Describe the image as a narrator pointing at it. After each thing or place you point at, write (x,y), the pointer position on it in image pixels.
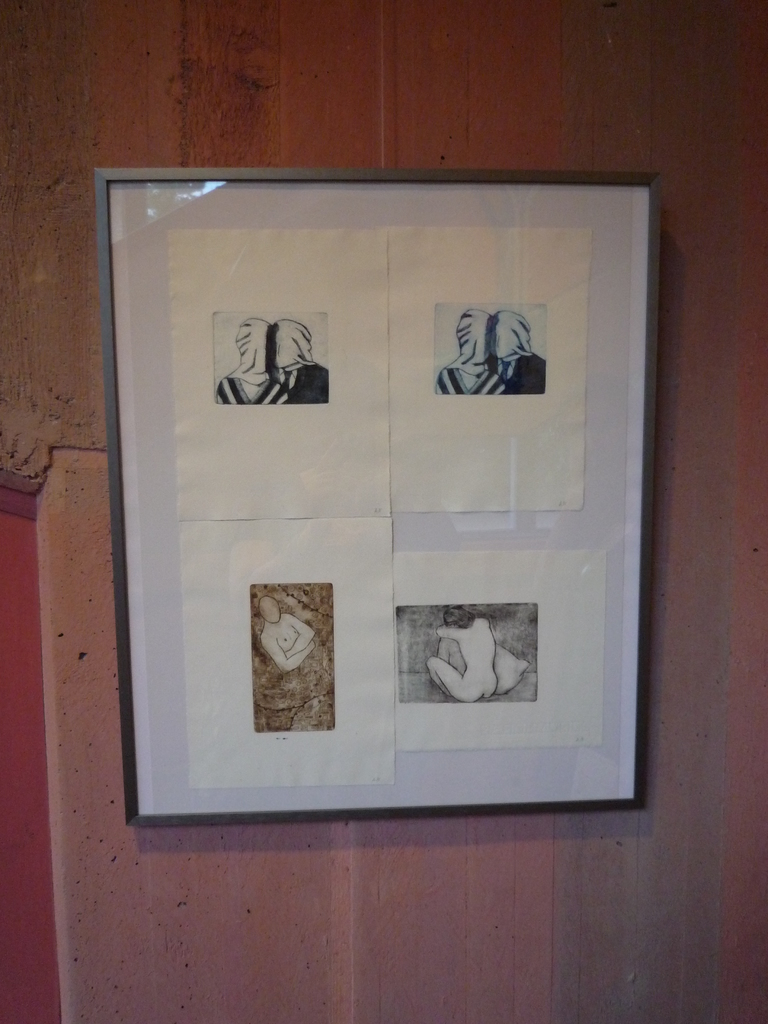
In the picture we can see a part of the wooden wall (276,904) and on it we can see a photo frame (642,748) with four images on it.
